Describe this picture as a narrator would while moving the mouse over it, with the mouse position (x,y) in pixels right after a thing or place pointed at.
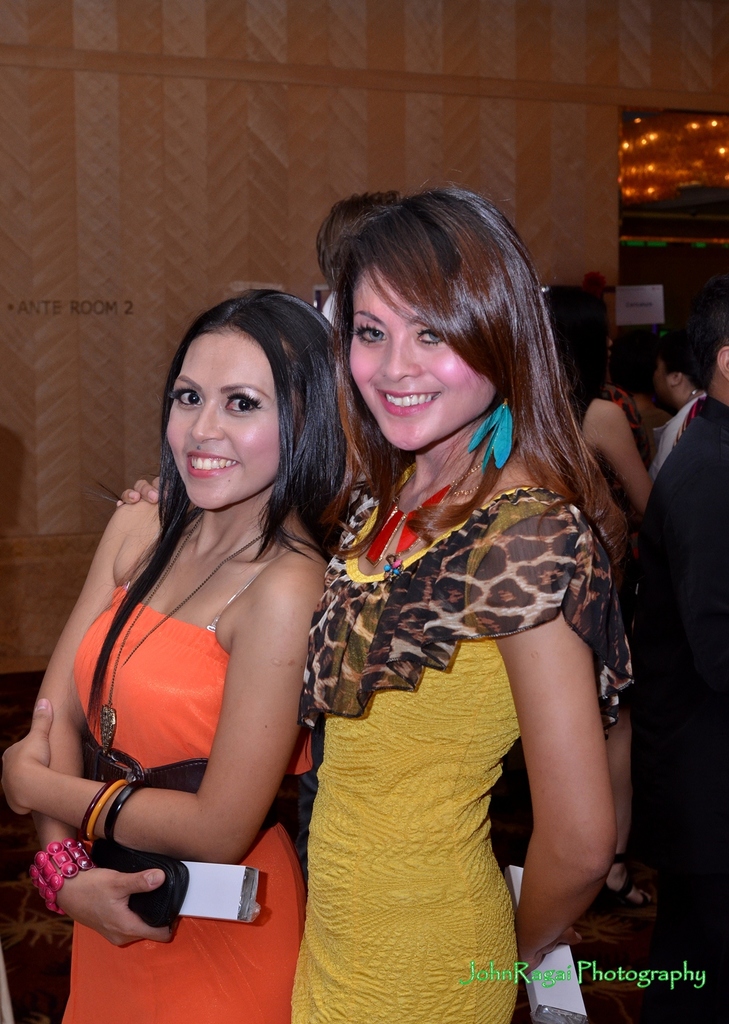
In the given picture, I can see two women's (214,476) and a women (138,798) wearing a orange color dress (157,657) and holding a mobile (171,864), smiling and there is other women (404,551). She is holding her friend (207,445) and smiling after that behind those people (439,371) i can see few people (653,367) and lights (658,132) which are fixed to the roof (655,126) and also a wall (353,107).
